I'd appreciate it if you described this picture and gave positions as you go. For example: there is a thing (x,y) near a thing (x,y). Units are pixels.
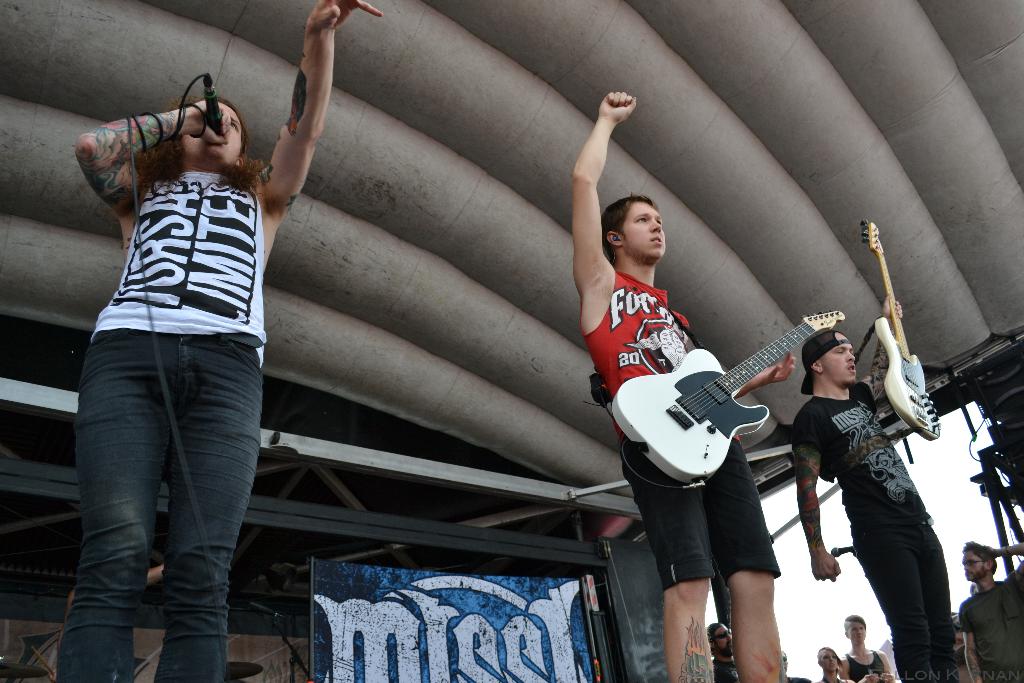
Here is a man (189,253) standing and singing a song. There are two men (853,417) beside him holding guitars (911,422). There are group of people (871,665) standing behind them. Here is a blue colored board (496,653) and something is written on it. And there is a rooftop (488,102) with a grey color texture (482,90).
